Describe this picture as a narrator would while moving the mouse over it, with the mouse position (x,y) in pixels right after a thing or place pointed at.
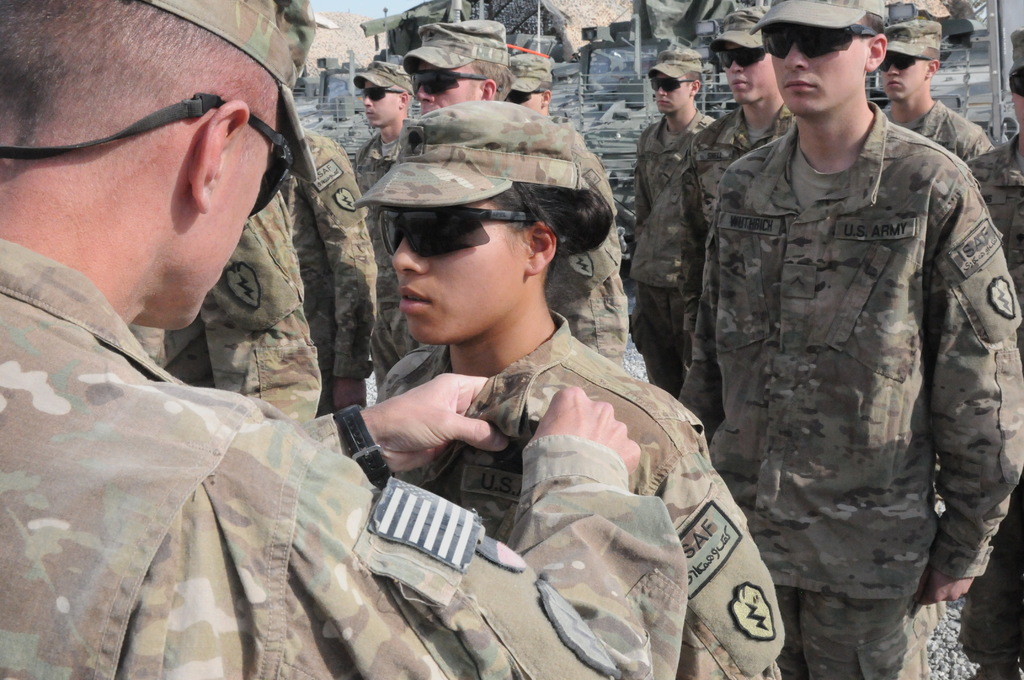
In this image there are a few men (830,180) standing. In the center (674,396) there is a woman (752,612) standing. They are wearing sunglasses (442,246) and uniforms (658,311). They seem to be soldiers (383,363). Behind them there are vehicles (329,86).
